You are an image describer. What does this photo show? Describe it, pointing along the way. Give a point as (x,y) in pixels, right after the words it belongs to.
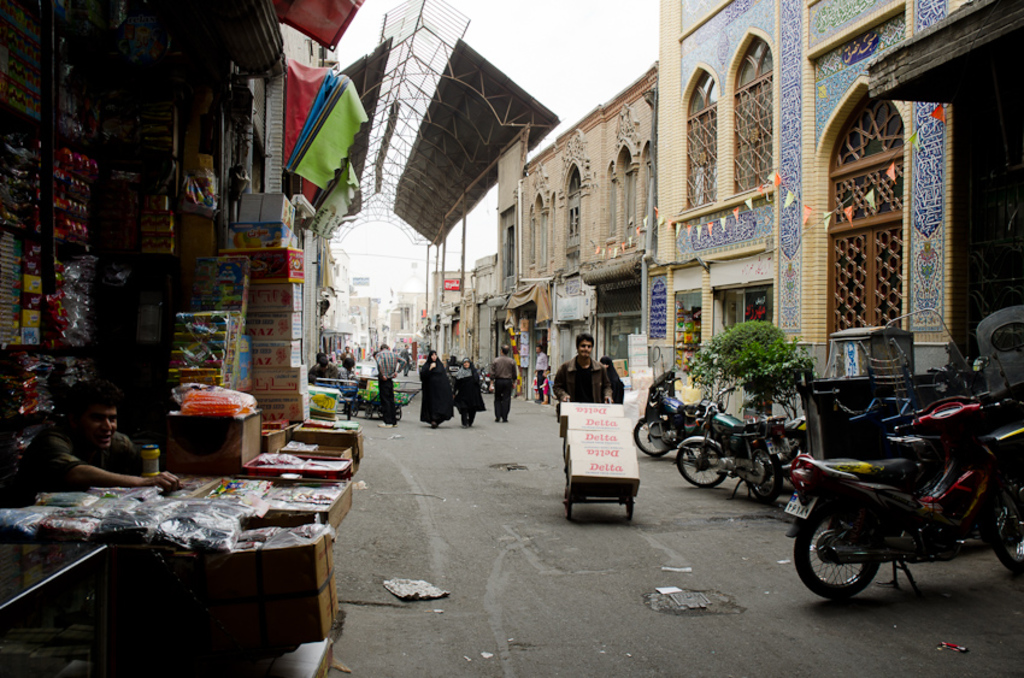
This image is taken outdoors. At the top of the image (515,32) there is the sky (578,20). At the bottom of the image (502,600) there is a road (405,452). On the left side of the image (144,226) there is a stall (103,351) with many things (75,290) in it. A man (91,471) is sitting and there are few cardboard boxes (256,581). There are a few buildings (310,360). There are many objects (285,356) in the stall (251,227). On the right side of the image (723,254) there are many buildings (679,275). A few bikes (865,503) are parked on the road (394,471). There is a plant (766,371). In the background (480,311) there are many buildings (477,294) and there are a few poles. In the middle of the image (427,360) a few people (464,359) are walking on the road (514,398) and a man (504,388) is standing on the road (528,403). A man (584,333) is walking on the road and he is pushing a trolley (587,499) with a few objects (583,448) on it. There are a few iron bars (442,175) and iron sheets (448,128).
